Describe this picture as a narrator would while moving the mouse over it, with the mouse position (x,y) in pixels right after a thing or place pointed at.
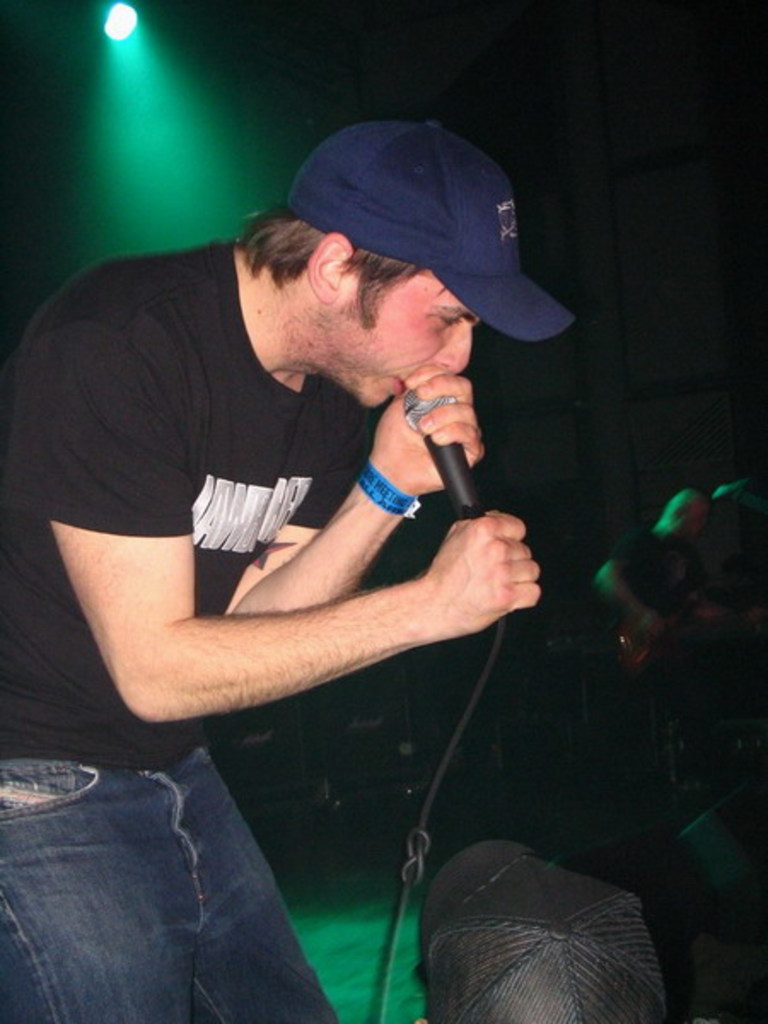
This is the picture of a man (276,638) who is in black t shirt (125,466), who is performing a song through the microphone (457,482) wearing the blue hat (366,228) and the other person (651,584) who playing the music through the guitar (649,638) and the background of the man (369,350) is a light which reflects the green color. This are the music instruments (664,631).
